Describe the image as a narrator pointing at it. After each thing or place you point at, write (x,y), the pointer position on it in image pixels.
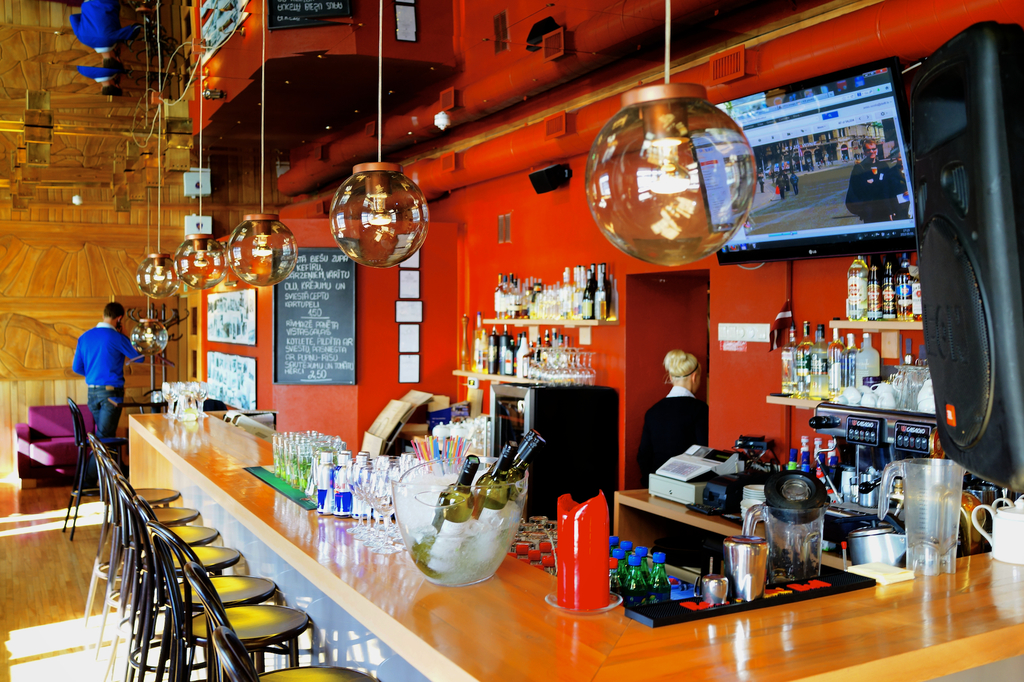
In this image we can see the inner view of a room (248,524). In the room (167,522) there are person (113,420) standing on the floor (81,507), electric lights (195,265), menu board (313,355), wall hangings (220,355) to the walls (202,330), beverage tins (350,485), beverage bottles (630,551), disposal bottles (617,542), chairs (132,543) on the floor (87,518), display screen (738,103) to the wall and a pipeline (552,118).
